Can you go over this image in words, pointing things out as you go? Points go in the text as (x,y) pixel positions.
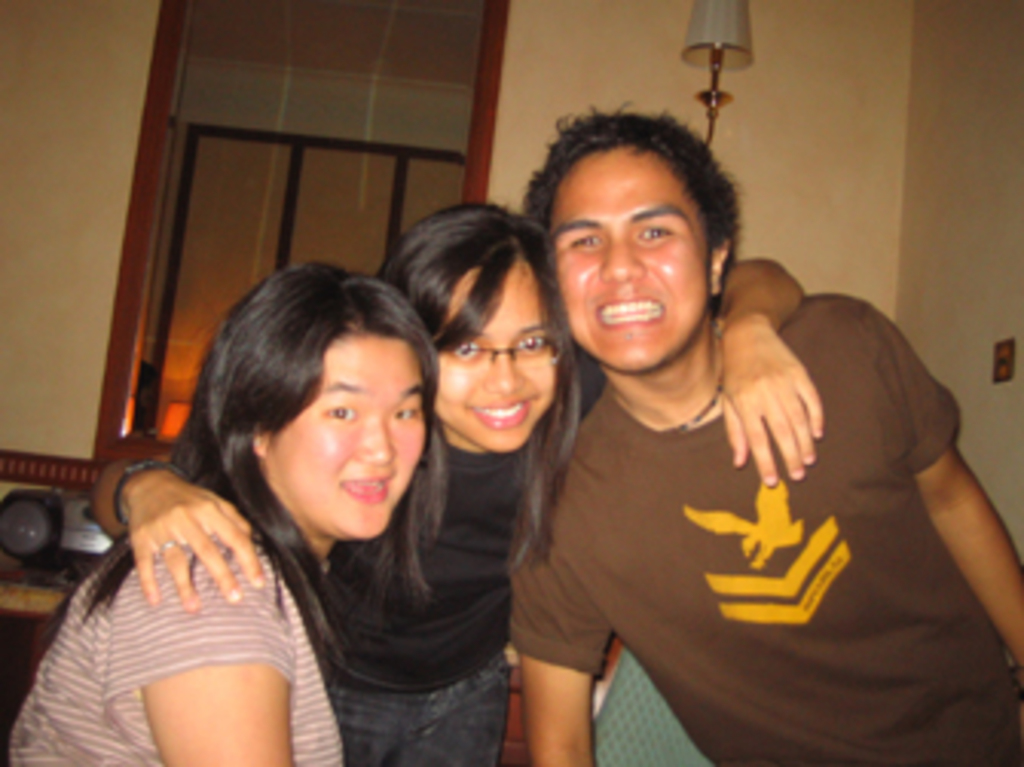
In this image we can see three people (506,425) with smiling faces (544,390), some objects (89,533) on the surface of the table (13,579), one chair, one object (39,480) attached to the wall (815,95) on the left side of the image (7,472), one lamp (719,61) attached to the wall (723,129) near the window (454,76), one object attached to the wall (974,343) on the right side of the image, one woman (495,683) with spectacles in the middle of the image (490,432) holding two persons (645,311) on the left (226,620) and right side of the image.
